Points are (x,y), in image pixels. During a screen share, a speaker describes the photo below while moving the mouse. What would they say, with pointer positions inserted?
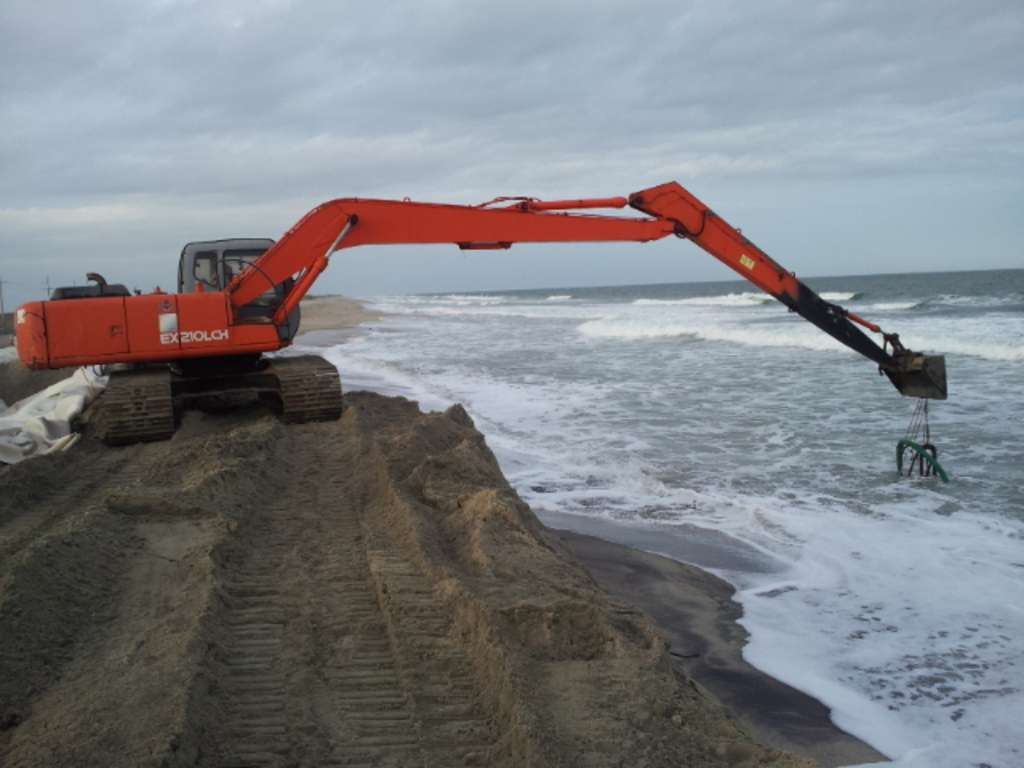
In this picture I can see a vehicle (266,257) on the sand (597,599). I can see water (746,523), and in the background (661,249) there is the sky (427,109).
